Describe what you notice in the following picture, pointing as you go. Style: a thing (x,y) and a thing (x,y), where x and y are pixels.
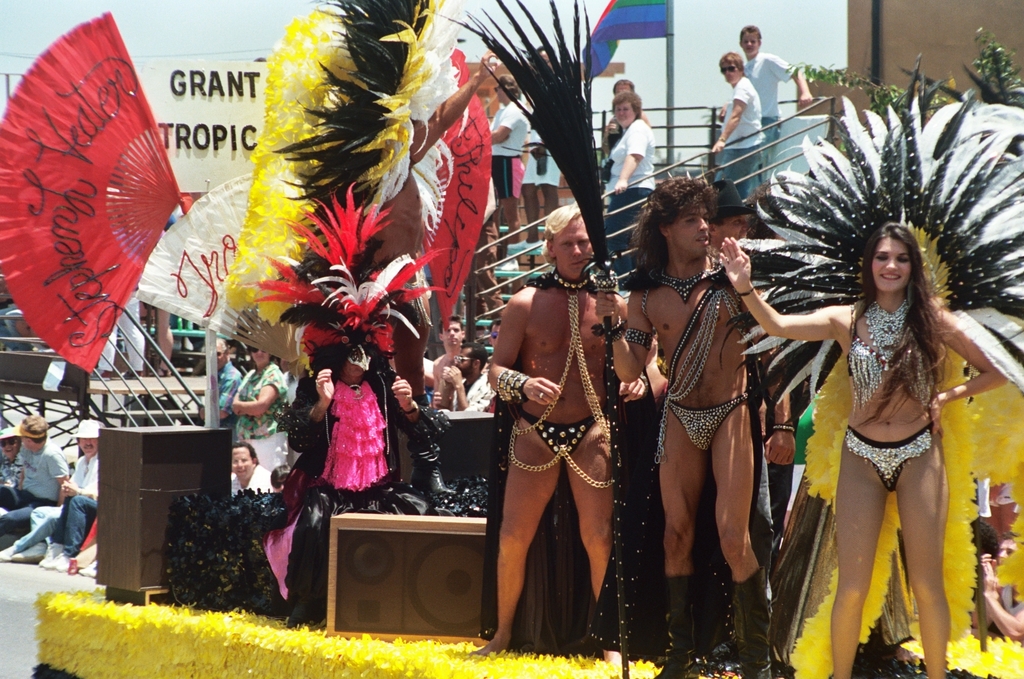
In the image in the center (560,349) we can see few people (520,414) were standing on the stage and they were in different costumes (292,426). And the right side woman (885,384) she is smiling, which we can see on her face (886,281). In the background (173,109) we can see sky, building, wall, plants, banner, flags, staircase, speakers (146,497), few people (646,154) were standing, few people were sitting and few people (37,524) were wearing hat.
